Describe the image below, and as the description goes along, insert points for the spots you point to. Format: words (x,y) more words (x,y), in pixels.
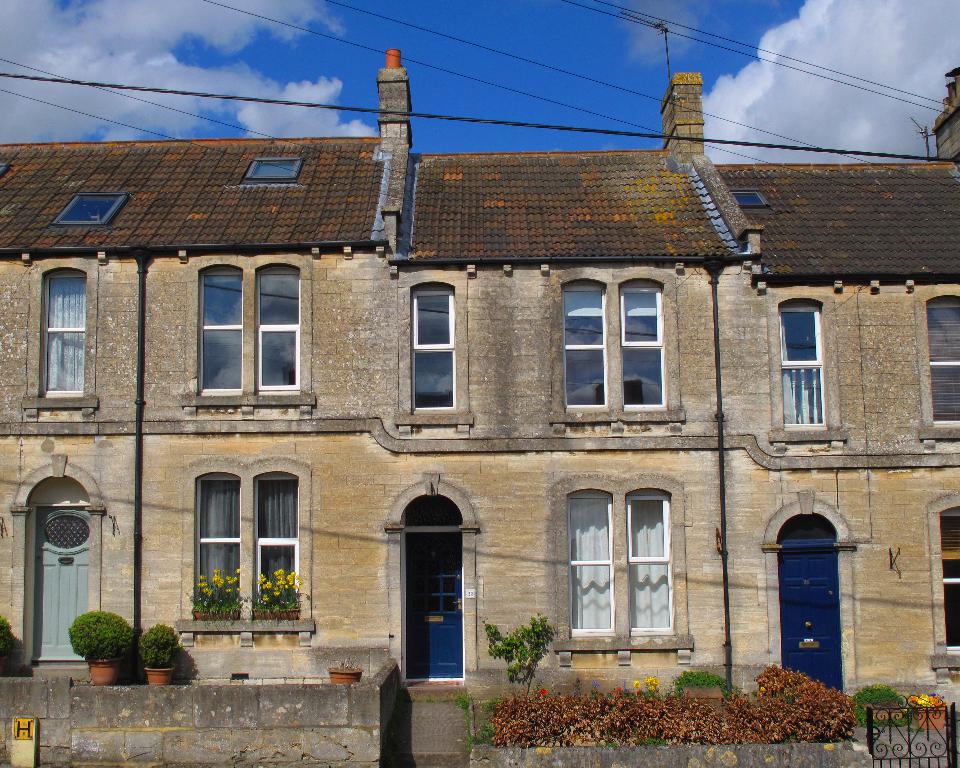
In the image there is building (219,381) in the back (219,381) with many doors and windows (50,314) with plant pots (96,675) and plants (570,736) in front of it and above its sky (622,64) with clouds (169,104).
